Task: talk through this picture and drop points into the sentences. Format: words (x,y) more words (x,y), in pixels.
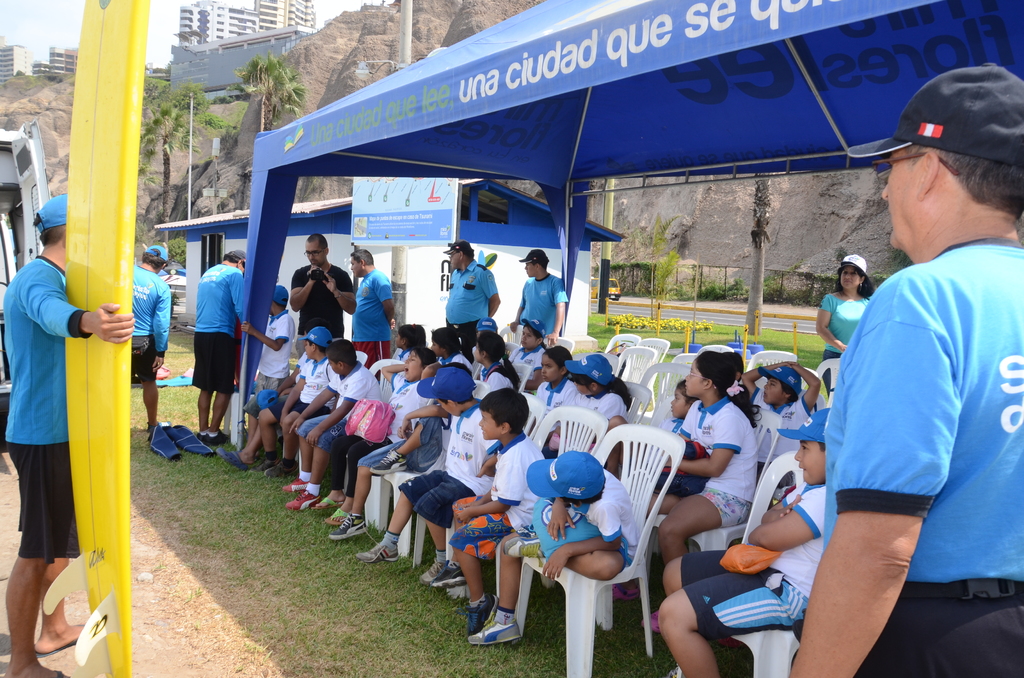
In this image there is a tent (534,132) on the ground (237,542). Under the tent (511,137) there are children (536,356) sitting on the chairs (659,364). Beside them there are a few people (267,331) standing. There is grass (237,516) on the ground (280,533). Behind the tent (282,239) there is a house (207,224). There is a board (411,196) with text (420,217) to a pole (403,49). In the background (287,103) there are rock mountains (243,100), trees (169,126), poles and houses (20,51). At the top (33,20) there is the sky (72,17).
